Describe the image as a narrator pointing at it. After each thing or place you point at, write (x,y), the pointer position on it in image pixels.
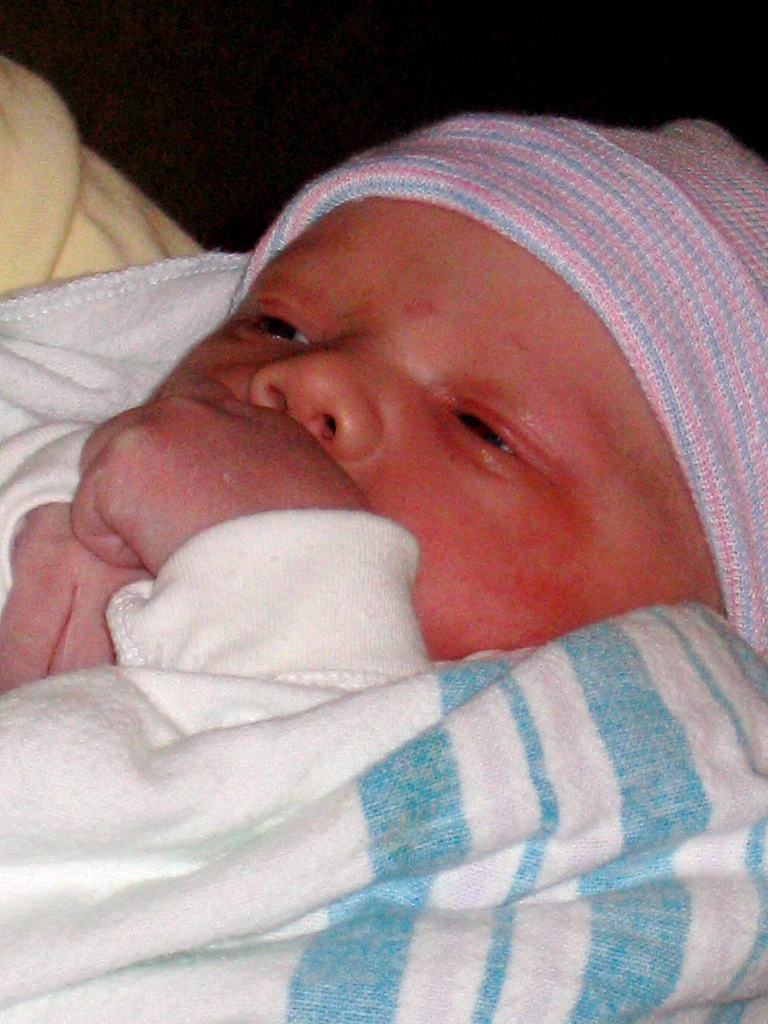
In this picture we can see a baby (581,471) wore cap (492,181) and cloth (158,808) is wrapped to that baby (50,527).
